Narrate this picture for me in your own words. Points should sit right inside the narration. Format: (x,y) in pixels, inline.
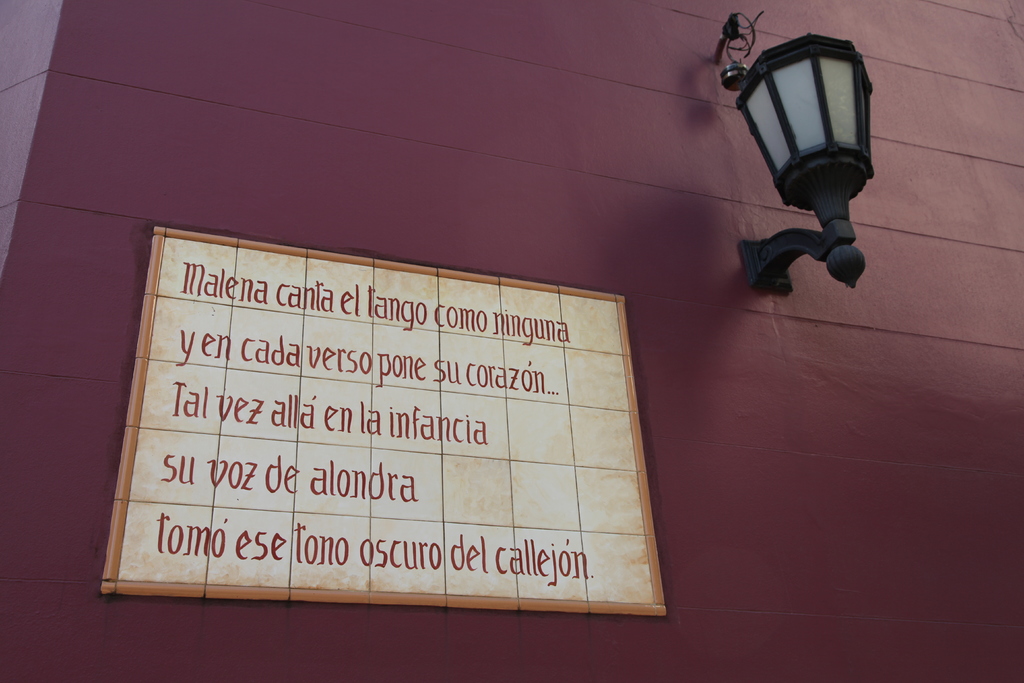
In this image there is a board (438,337) attached to the wall (392,227). There is some text (448,370) on the board (432,359). Right side (833,120) a lamp (842,129) is attached to the wall (516,122).
